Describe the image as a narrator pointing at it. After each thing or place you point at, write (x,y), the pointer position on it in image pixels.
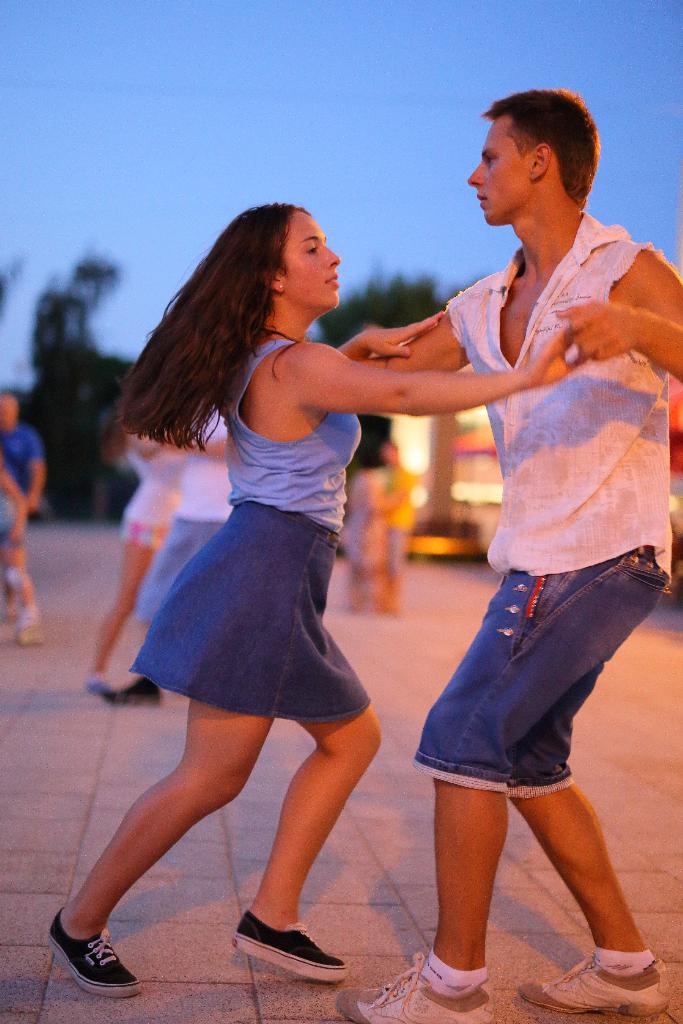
In this image I can see there are persons (319,604) dancing on the floor (119,562). And at the back (67,381) there are trees (76,353) and at the top (357,150) there is a sky (440,87).
